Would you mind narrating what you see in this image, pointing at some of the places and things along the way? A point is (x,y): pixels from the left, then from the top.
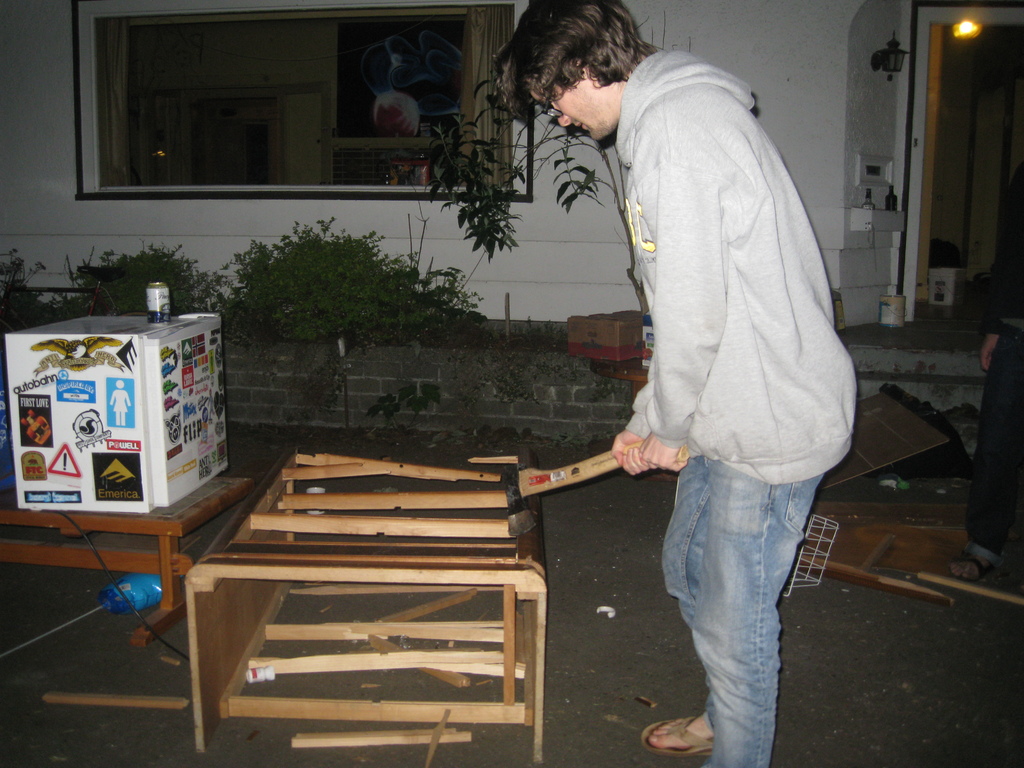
In this image there is a person (746,295) wearing hoodie (746,295) holding a weapon (598,473) in his hand (644,454) and at the left side of the image (97,513) there is a mini fridge (208,459) on the table (125,524) and at the background of the image (562,172) there is a house (589,165).
